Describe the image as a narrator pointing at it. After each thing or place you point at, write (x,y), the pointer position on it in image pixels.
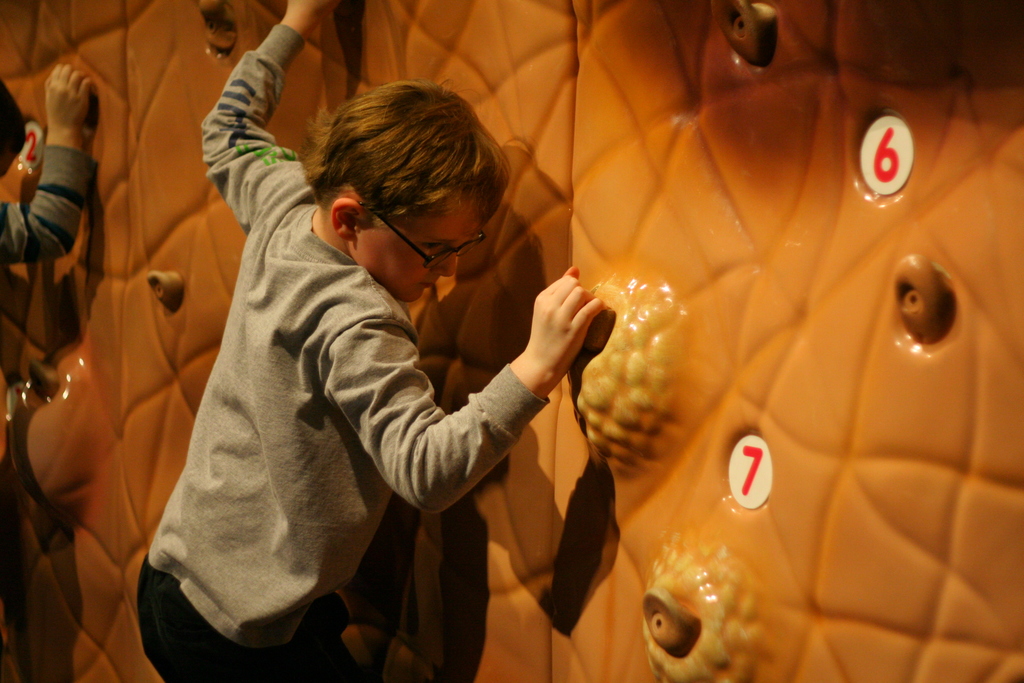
In this image we can see a person (257,75) and climbing wall (629,457). On the left side of the image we can see a person (76,217) who is truncated.
